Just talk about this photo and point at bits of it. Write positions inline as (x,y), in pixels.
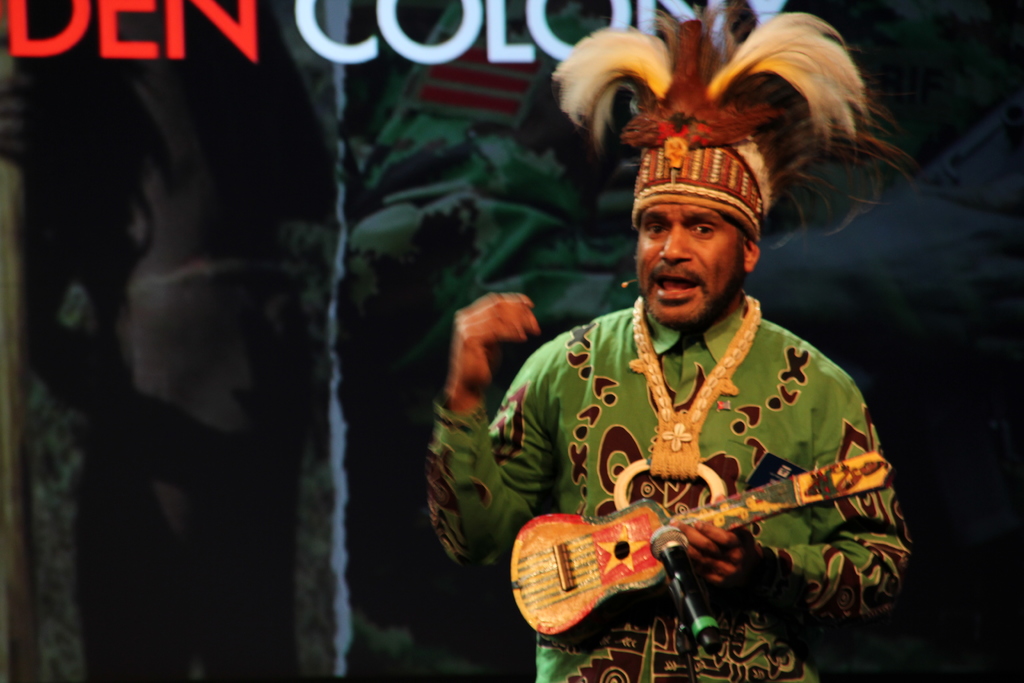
There is a person (722,435) standing and wearing a different costume (716,383). He is holding a guitar (761,513) in front (688,625) there is a mic (711,621).
